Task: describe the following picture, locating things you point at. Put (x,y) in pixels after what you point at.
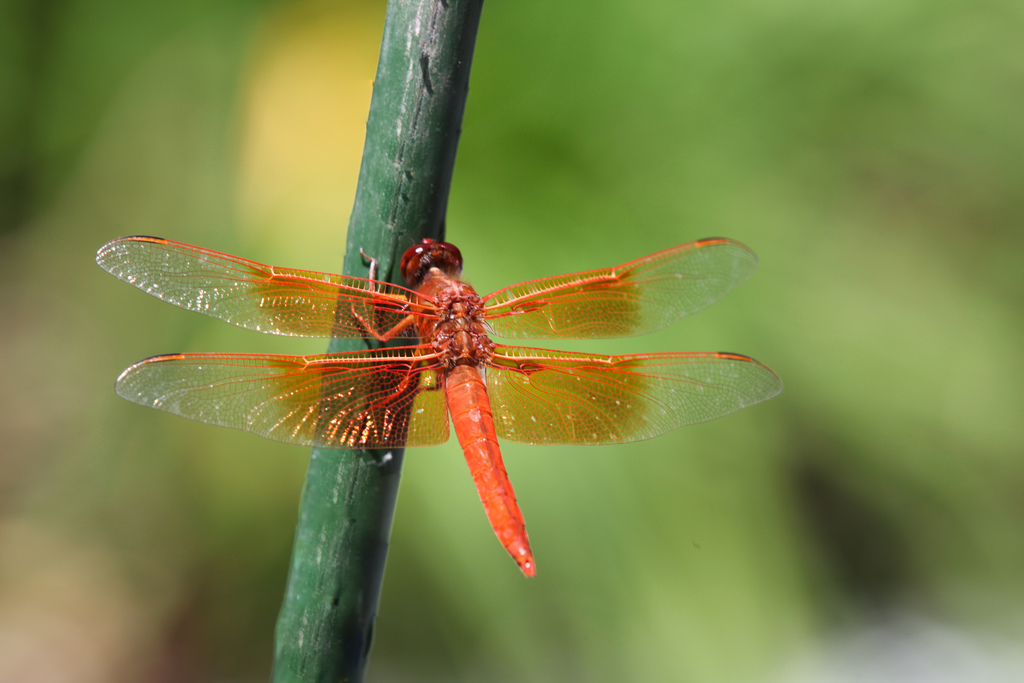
In this image we can see an insect (401,436) on the plant (350,518). The background of the image (279,537) is blurred.
